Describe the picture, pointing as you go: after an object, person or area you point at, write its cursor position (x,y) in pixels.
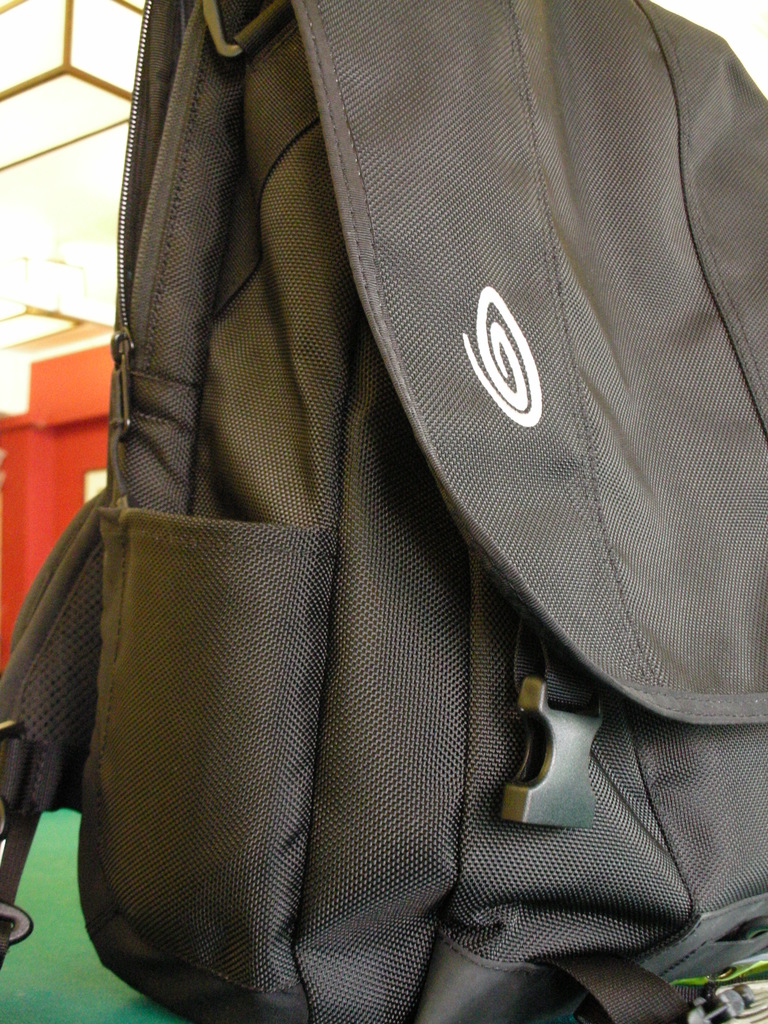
As we can see in the image there is a black color bag (325,456).
